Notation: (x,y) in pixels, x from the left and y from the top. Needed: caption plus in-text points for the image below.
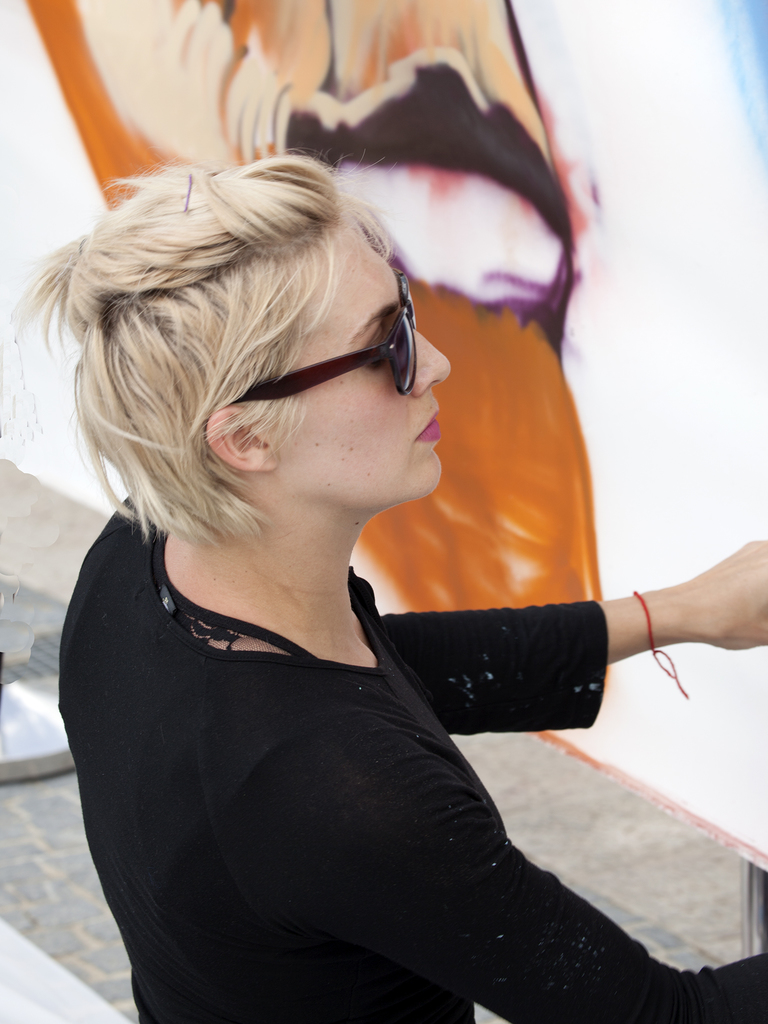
In this picture I can see a woman (356,800) in the middle (278,628), she is wearing a black color dress (305,837). At the top (126,42) it looks like a painting (442,296).
